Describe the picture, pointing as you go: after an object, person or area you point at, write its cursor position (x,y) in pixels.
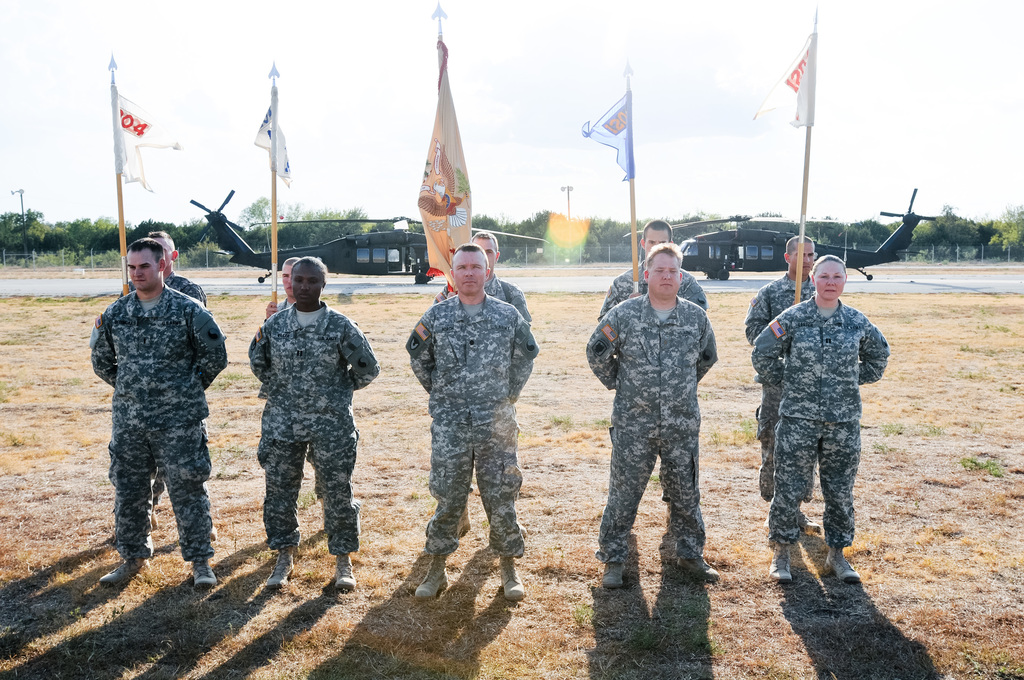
In front of the image there are few men (296,299) standing. Behind them there are few men (497,262) standing and holding flags (451,262) in their hands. Behind them there are two helicopters (424,262). In the background (971,251) there are trees (1021,234) and also there is fencing (89,254). At the top of the image (839,78) there is sky (187,71).
